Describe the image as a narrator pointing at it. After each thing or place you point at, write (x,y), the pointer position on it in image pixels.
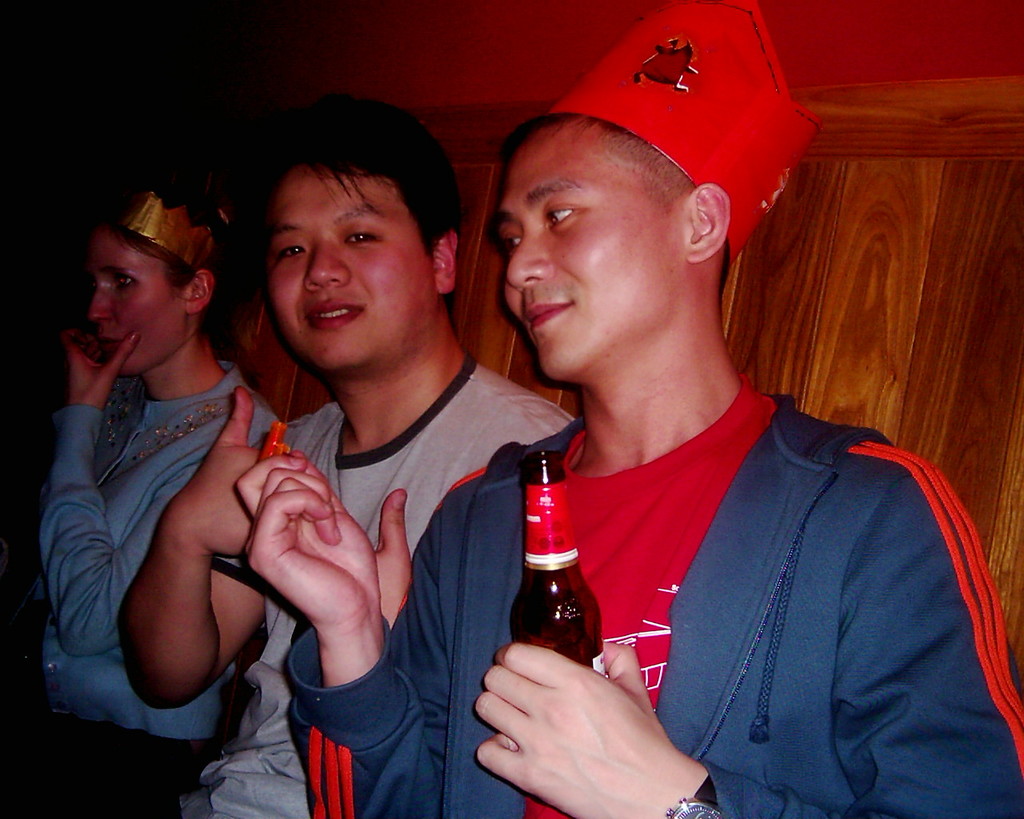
In this image we can see people (522,420) and one of them is holding a beverage bottle (547,495) in the hands (599,682).
